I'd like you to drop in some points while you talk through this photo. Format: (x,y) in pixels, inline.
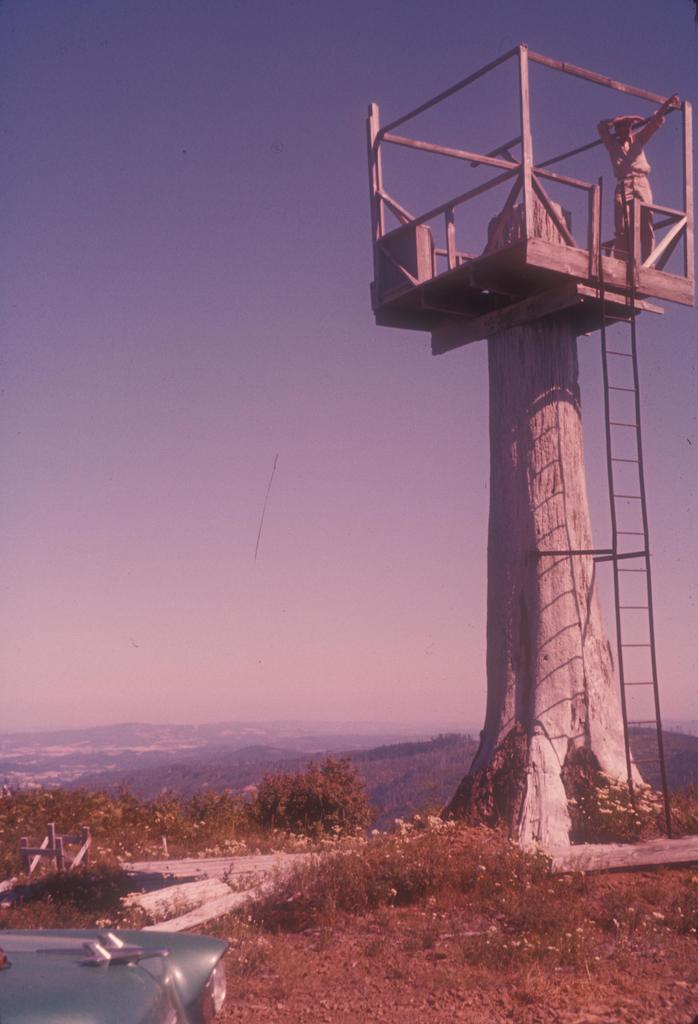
In this image I can see the tower (660,95) and I can also see the person (620,250) standing, background (408,791) I can see few trees (311,820) in green color and the sky (248,256) is in purple and pink color.
